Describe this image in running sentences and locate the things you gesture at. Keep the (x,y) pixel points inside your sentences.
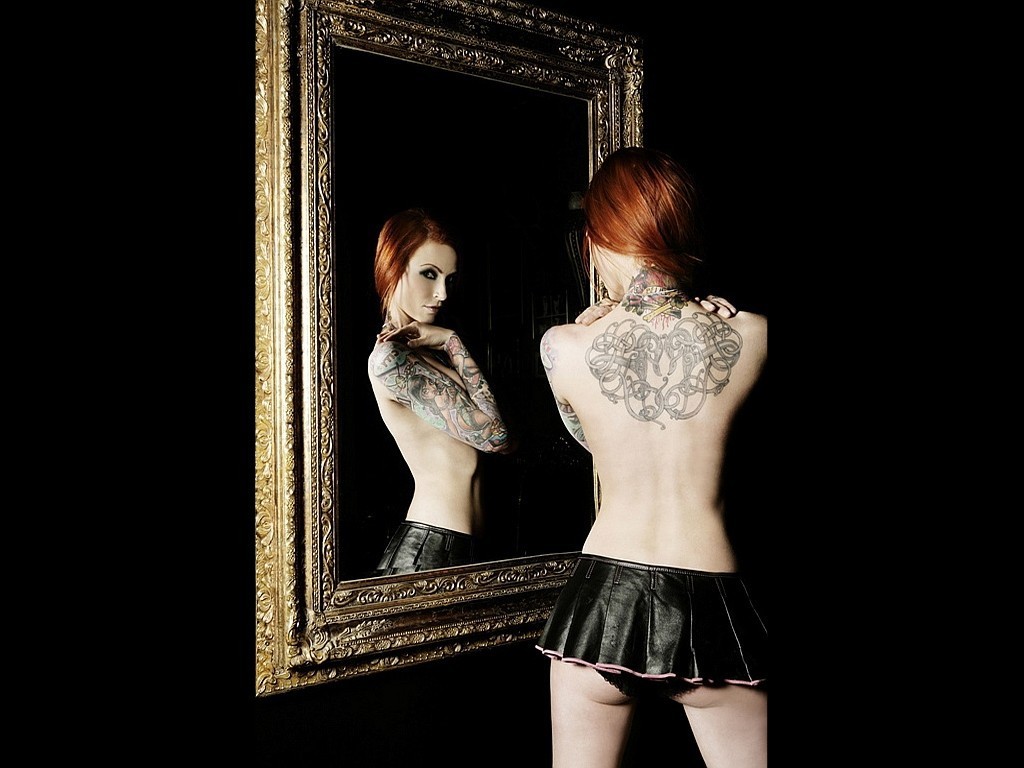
In this image there is a woman (659,334) standing in front of the mirror (493,143), background (1018,185) is dark.
